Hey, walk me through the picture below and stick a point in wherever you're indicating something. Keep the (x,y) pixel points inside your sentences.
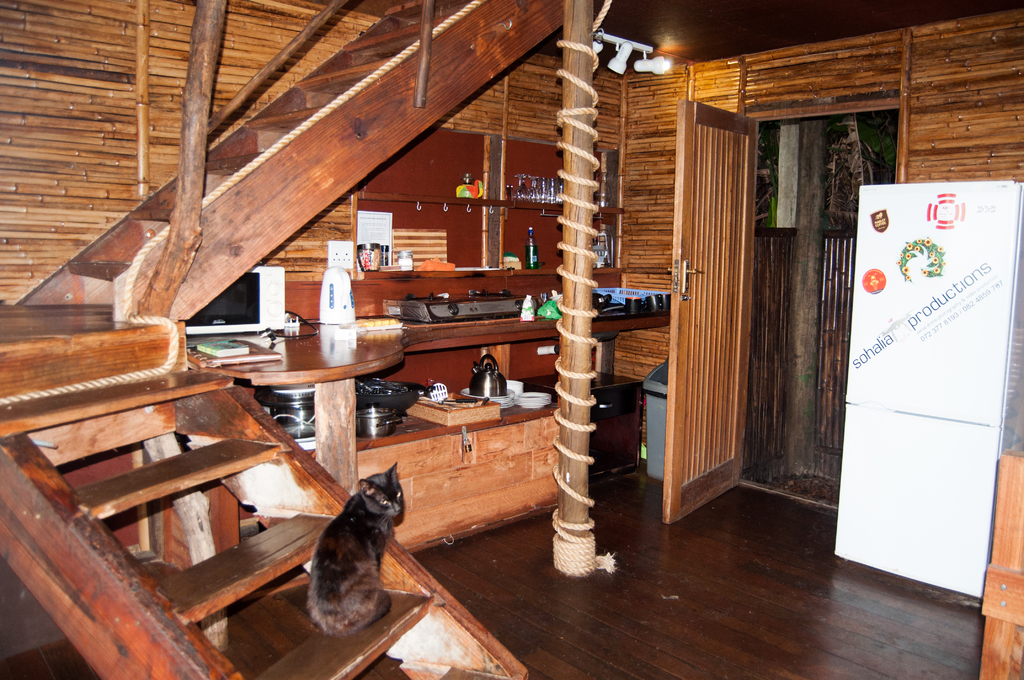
This is a wooden house (951,120). On the platform (473,327) we can see stove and few objects (548,296). In the racks (597,213) we can see a bottle (535,254) and few other objects (553,183). We can see hooks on a shelf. On the other platform (499,435) we can see a kettle (483,378), bowls (534,401) and few objects (460,400). On a table (311,363) we can see microwave oven (270,299) and books (250,348). On a wooden stairs (205,462) we can see a cat (358,623). On the right side (878,516) we can see a white refrigerator (894,431) and stickers (980,277) on it, we can see a wooden object (1022,632). We can see a wooden door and the wall (627,116). On the floor (622,575) we can see a pole (581,435) and rope (564,77) is tied to it.
